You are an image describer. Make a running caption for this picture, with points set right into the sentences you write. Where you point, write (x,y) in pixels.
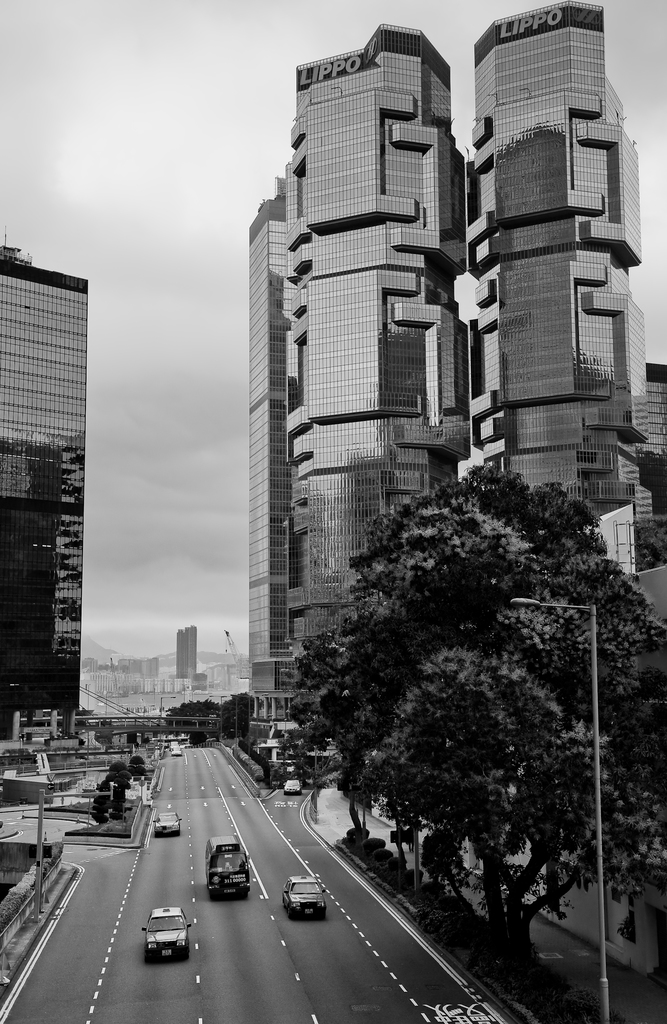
This is a black and white image. In this image we can see the road (277,851) with some vehicles (242,868). We can also see some buildings (362,398), trees (468,756), plants (272,766) and some street poles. On the backside (241,589) we can see the sky (203,649) which looks cloudy.
